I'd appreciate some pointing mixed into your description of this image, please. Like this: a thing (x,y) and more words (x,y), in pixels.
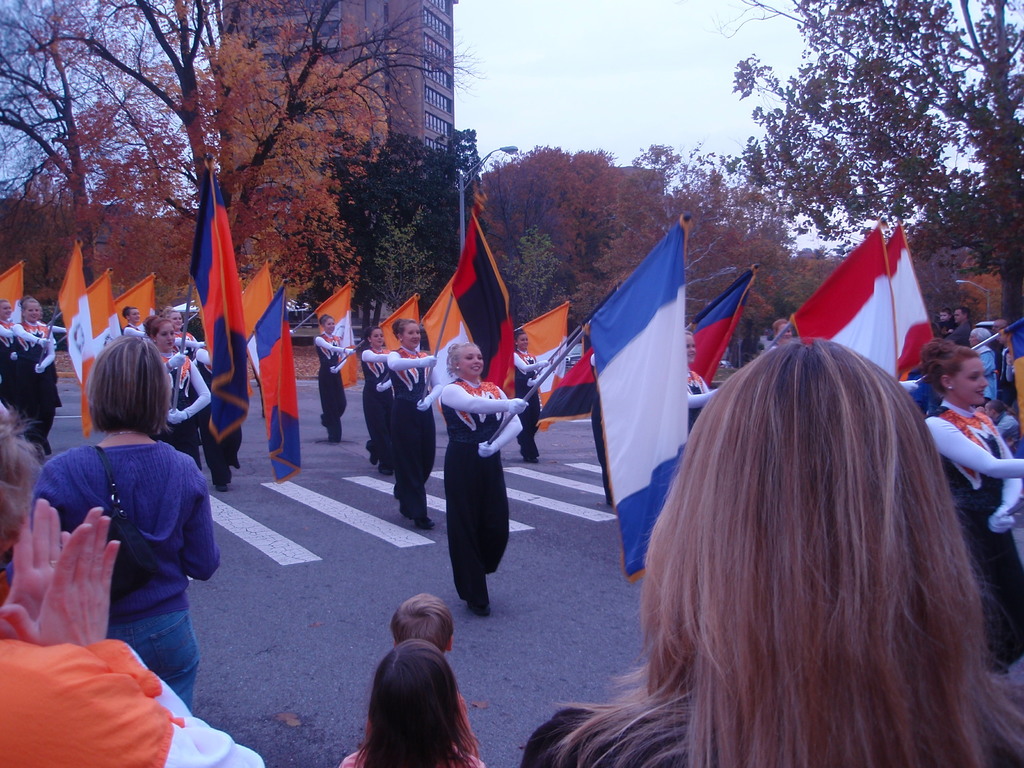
At the bottom of the image (816,629) there are few people (716,460). Behind them there are few people (331,358) with the same dresses (472,410). They are standing and holding flags (451,284) in their hands (37,372). Behind them there are trees (775,273), poles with street lights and also there is a building (345,39) with glasses (448,62).
